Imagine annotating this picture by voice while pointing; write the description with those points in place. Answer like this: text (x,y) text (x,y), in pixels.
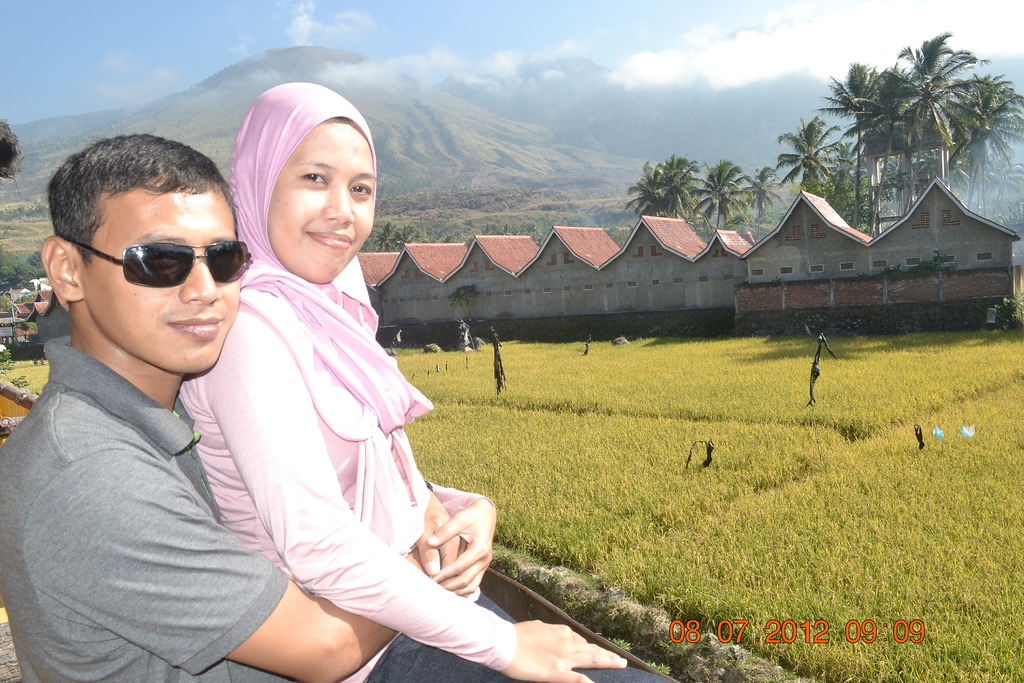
In this image we can see a man (231,648) and a woman (292,303) sitting. There is grass (629,352) on the ground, we can see some homes (653,295) and hills (774,140). We can see the trees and clouds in the sky (710,60).
